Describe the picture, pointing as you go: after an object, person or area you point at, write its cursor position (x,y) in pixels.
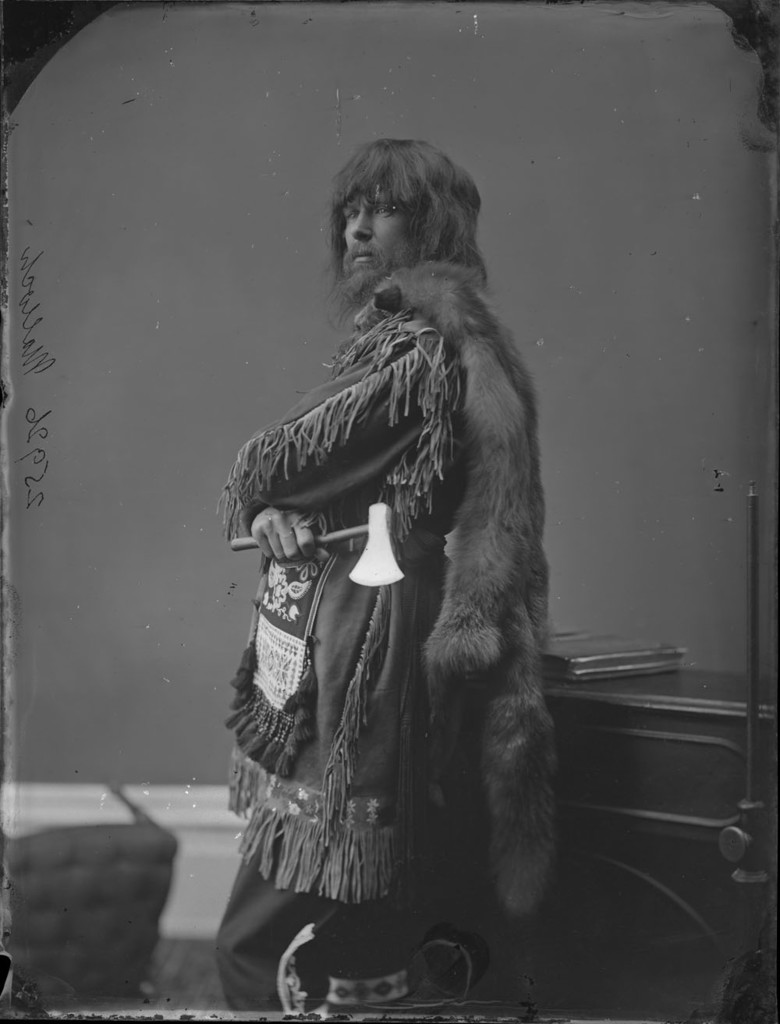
In this image a man (389,605) is standing in front of a cabinet (669,728). He is holding an axe (372,532). Here there is a chair (106,858). This is the wall (102,707).
